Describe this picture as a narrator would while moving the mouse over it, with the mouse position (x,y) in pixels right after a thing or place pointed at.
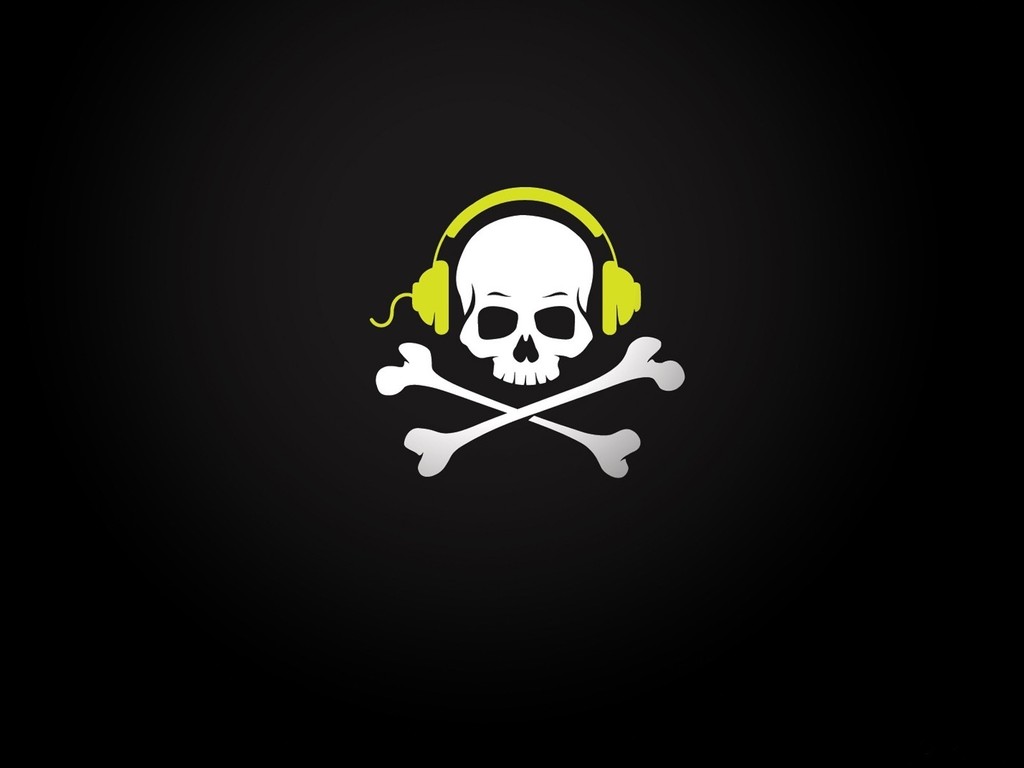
In this image there is a skull (487,286) around the skull (484,266) there is a headset (600,231), under the skull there are two bones (523,416) in the background (266,749) it is black.
